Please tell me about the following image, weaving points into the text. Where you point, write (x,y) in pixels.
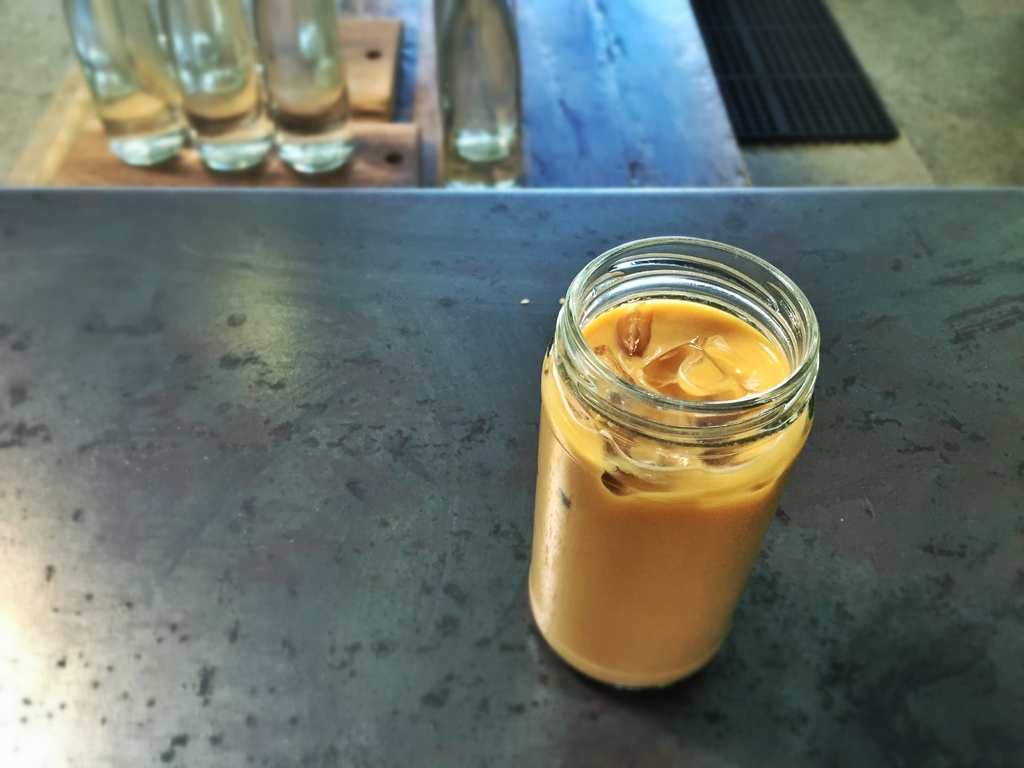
In this image I can see a glass (578,298), inside the glass (538,470) I can see some liquid (543,494) in yellow color, at the back (371,155) I can see few bottles (110,79) on the wooden surface (382,161).
